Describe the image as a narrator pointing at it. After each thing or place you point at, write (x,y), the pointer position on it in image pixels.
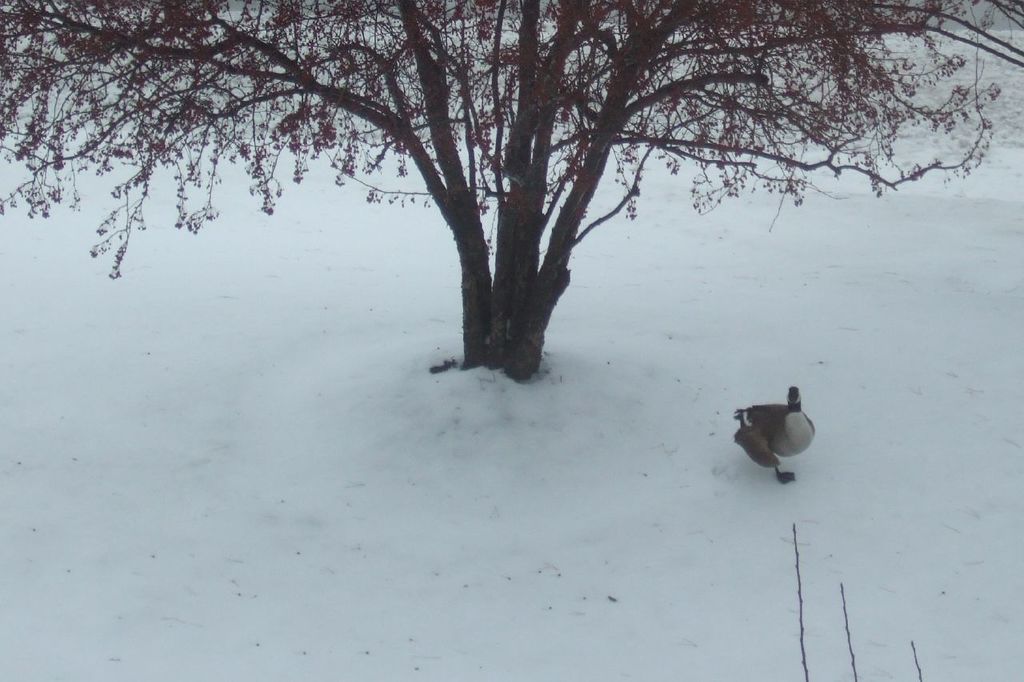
In this picture we can see snow (916,436), here we can see a bird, tree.
